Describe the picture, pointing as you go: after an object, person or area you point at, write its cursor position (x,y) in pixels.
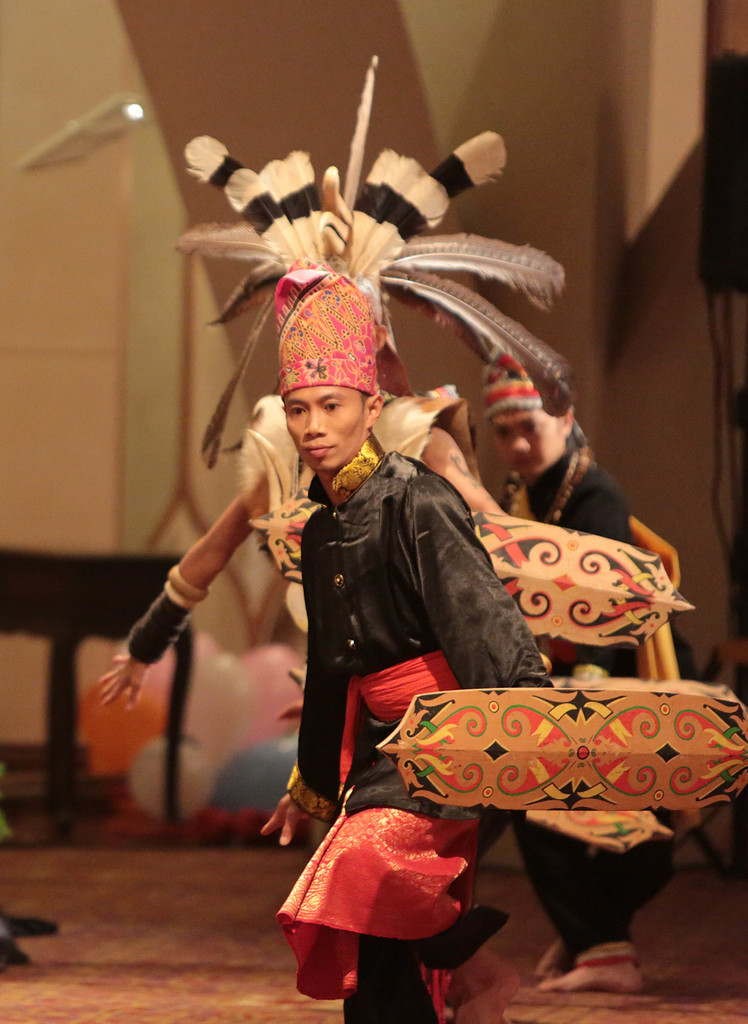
In this image I can see a person (330,575) wearing black, red and orange colored dress (404,692) is standing and holding an object (547,736) in his hand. In the background (448,459) I can see few other persons (516,491), few balloons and the wall (226,200).
